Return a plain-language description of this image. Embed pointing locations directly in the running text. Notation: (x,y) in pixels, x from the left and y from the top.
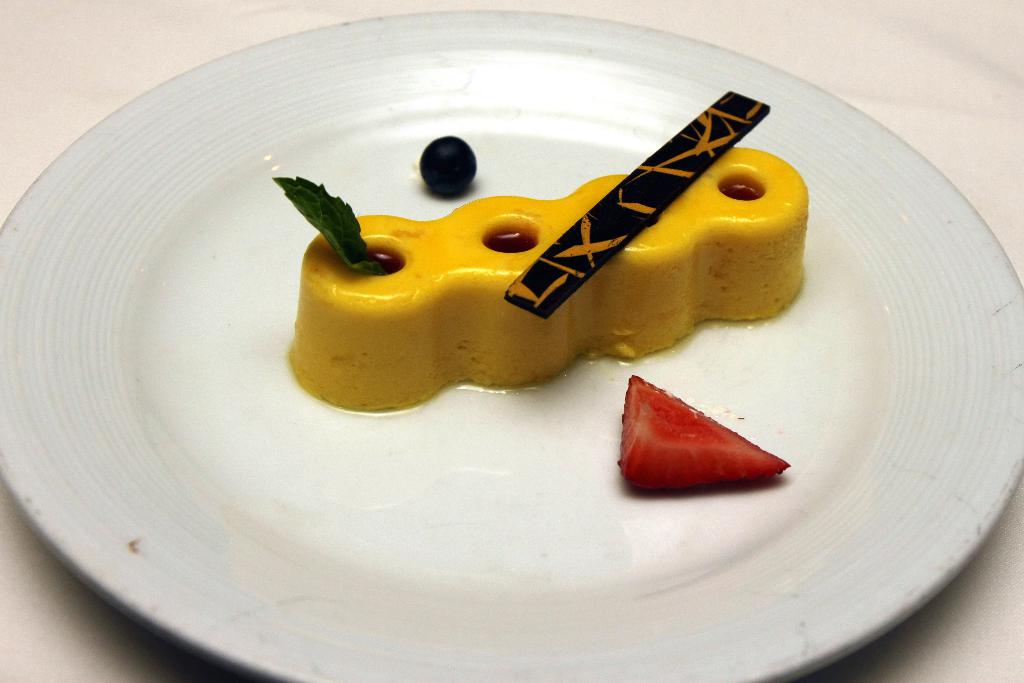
In this picture we can see some food items (349,312) on a white plate (237,438). Background (160,51) is white in color.
